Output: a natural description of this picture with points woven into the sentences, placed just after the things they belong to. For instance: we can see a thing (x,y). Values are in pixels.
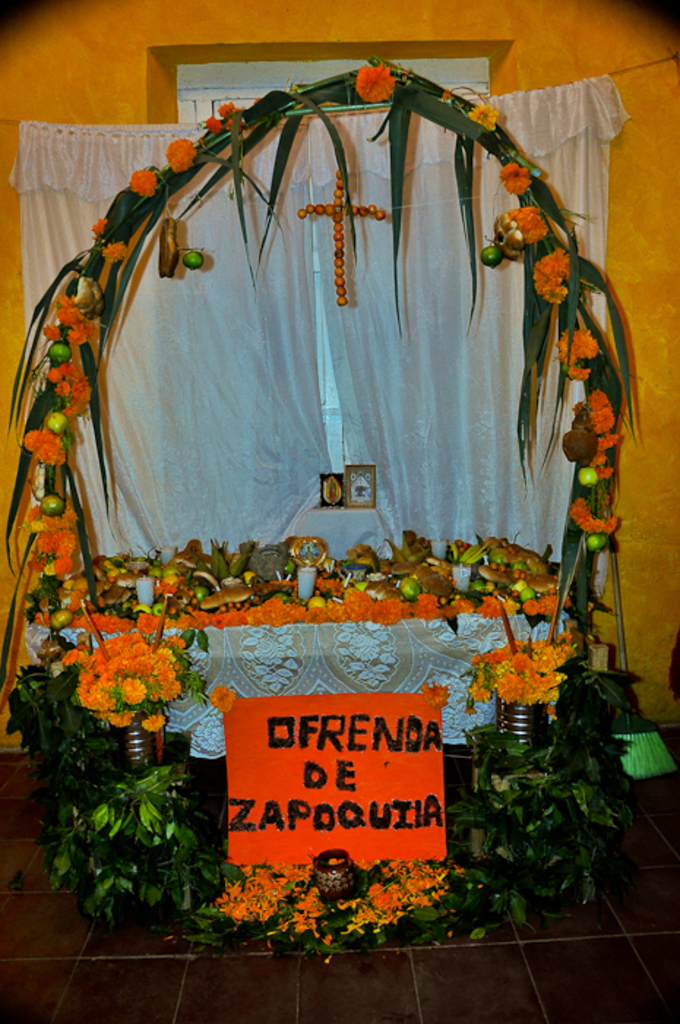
There are flowers (191,685) and a board (376,767) at the bottom of this image (252,729) and we can see a white color curtain (340,338) and a wall (643,322) in the background (366,308).
